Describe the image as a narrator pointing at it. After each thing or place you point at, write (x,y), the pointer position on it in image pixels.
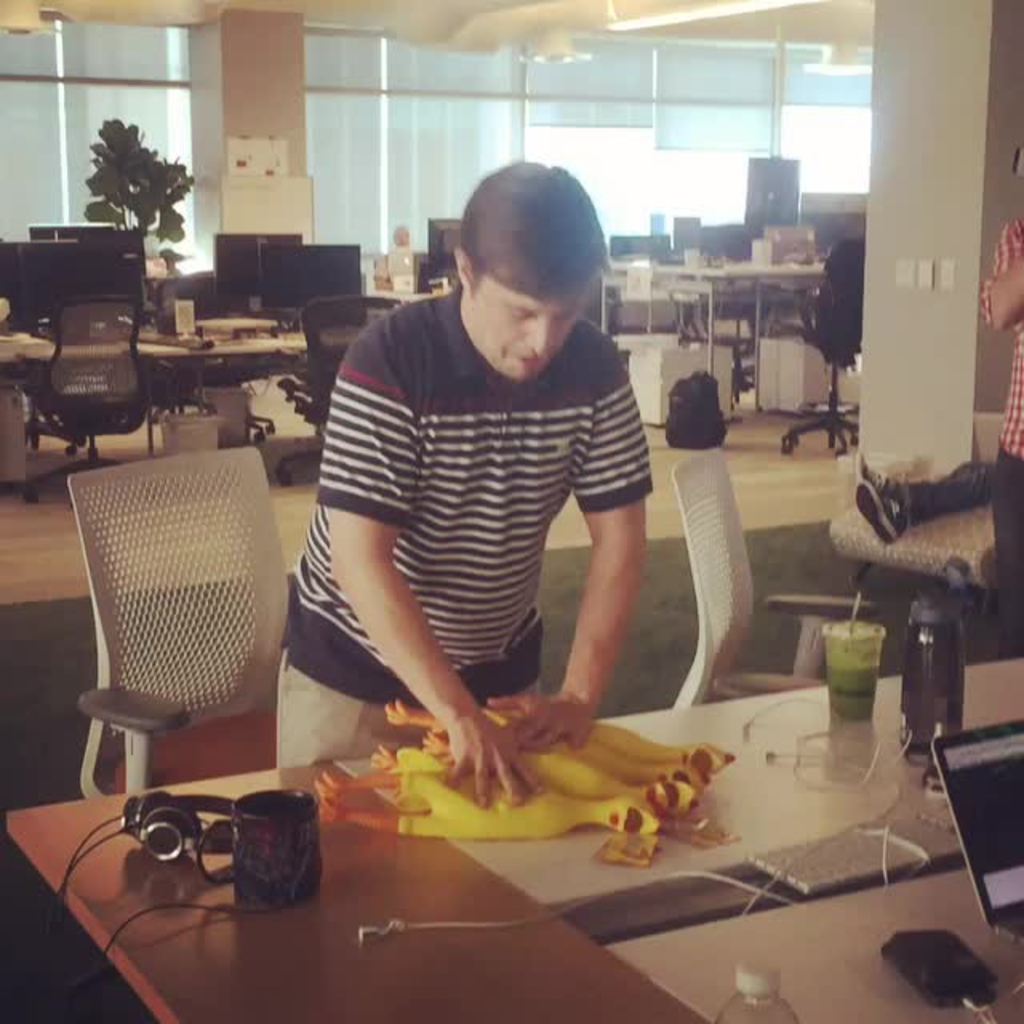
In this picture, we can see a few people (588,461), and among them a person (534,648) is holding some objects (450,802), and we can see tables (184,862), and some objects (587,764) on the table (894,742) like laptop (973,760), cups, keyboards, desktops (327,291), wires (706,873), and we can see the ground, chairs (161,576), bags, pillars (879,326), glass wall (339,160), a plant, and the roof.
